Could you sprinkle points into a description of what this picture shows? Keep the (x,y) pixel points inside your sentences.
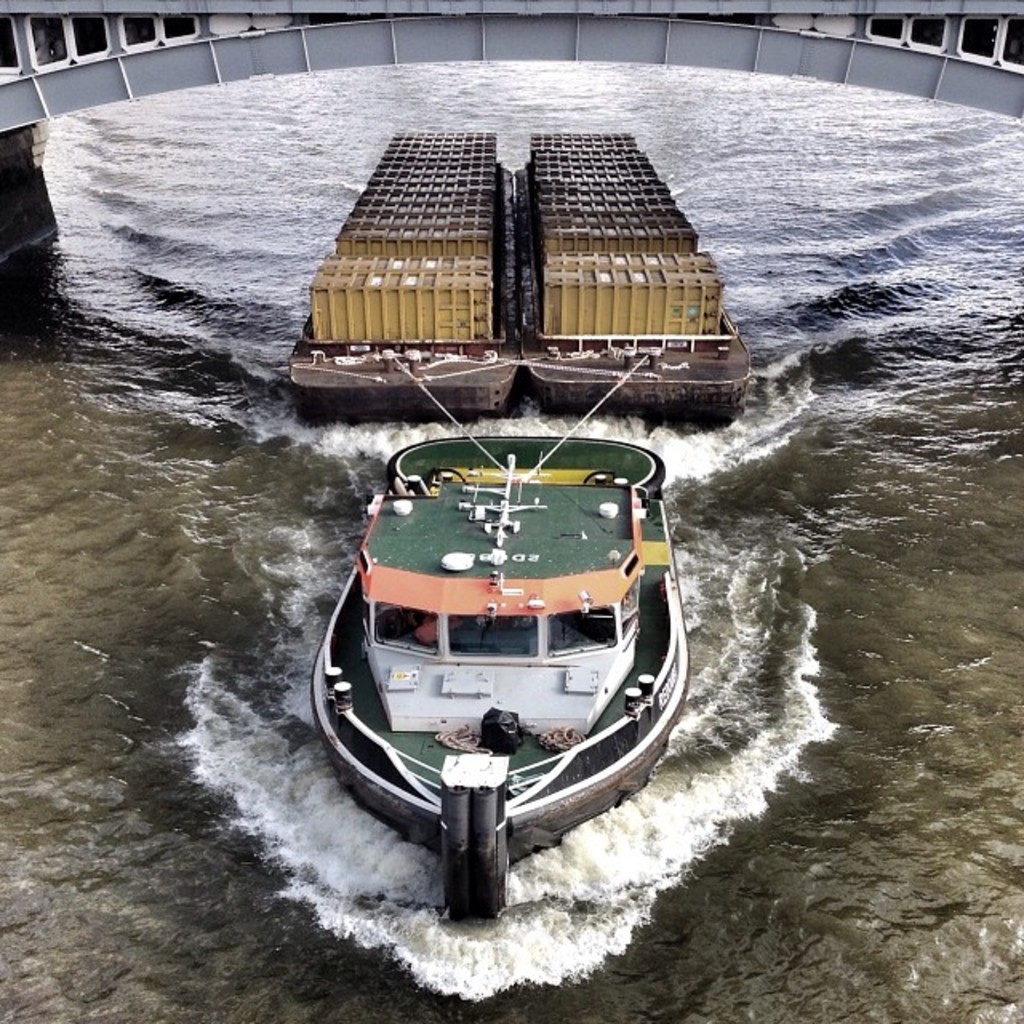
In this picture I can see the water (285,369) on which there is a boat (567,624) and I see 2 brown color things (481,372) tied to the boats (499,470) with the ropes (458,361) and I can see few things (561,181) on those brown color things (575,398).
